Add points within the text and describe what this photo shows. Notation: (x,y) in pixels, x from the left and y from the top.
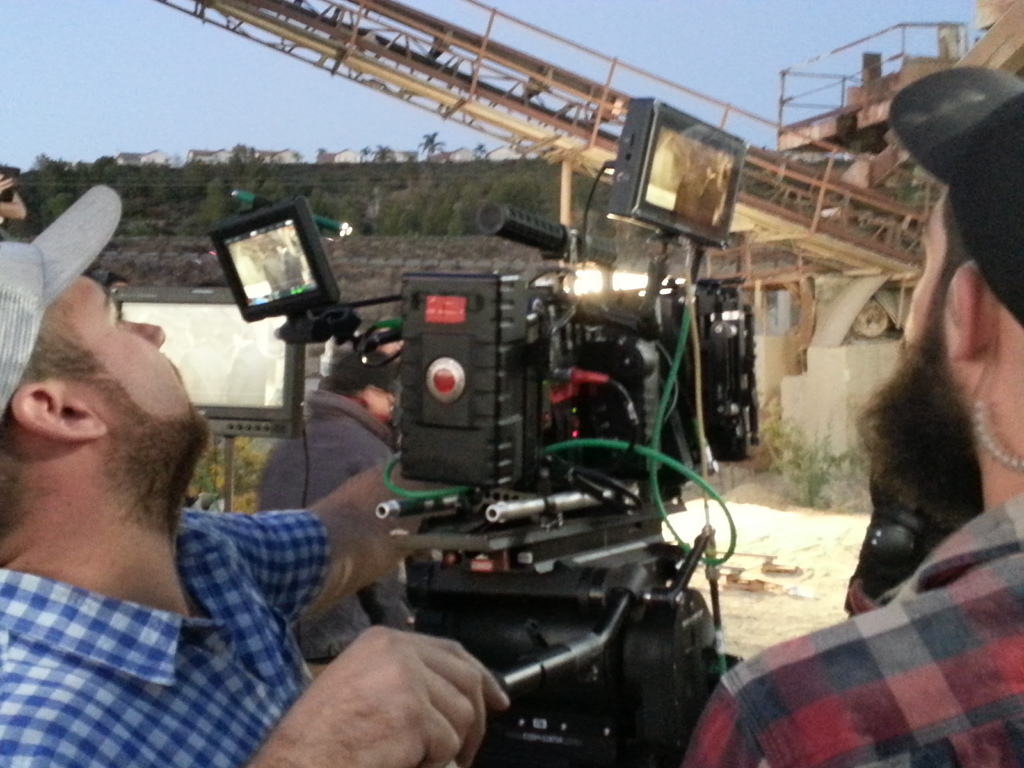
In this image we can see a group of people (795,667) standing on the ground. One person (393,729) is holding a camera (557,508) with his hands (365,764). In the center of the image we can see screens (286,275), buildings (519,154) and group of trees (501,169). On the right side of the image (826,207) we can see metal frames (876,110) and poles (566,166). At the top of the image (133,43) we can see the sky (465,143).
